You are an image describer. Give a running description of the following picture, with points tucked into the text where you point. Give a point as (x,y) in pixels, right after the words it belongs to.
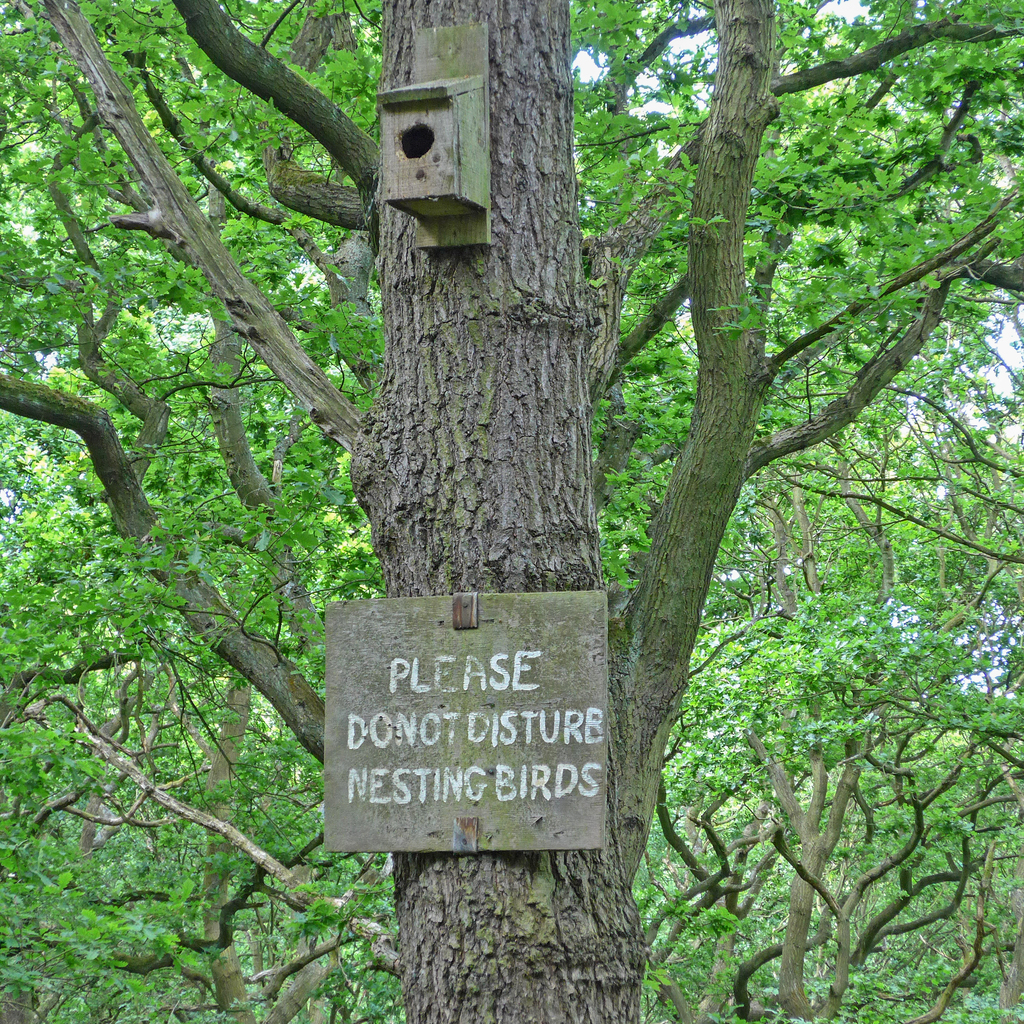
This picture is clicked outside. In the center (406,673) we can see the text (458,693) on the board (588,830) attached to the trunk (465,479) of a tree (485,383) and we can see an object (458,156) attached to the trunk (534,159) of a tree (556,139). In the background (778,319), we can see the trees (922,507) and some other objects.
